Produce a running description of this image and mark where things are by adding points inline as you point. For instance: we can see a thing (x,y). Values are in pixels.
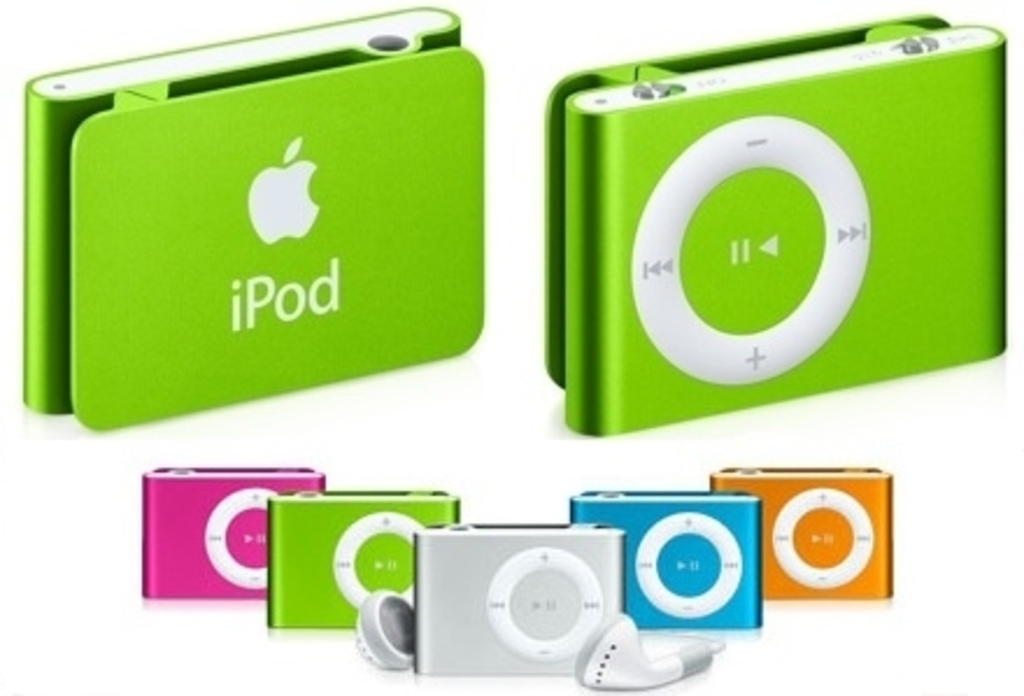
In this image we can see rectangular shaped iPods (210,214) which are in green, pink and blue color.
